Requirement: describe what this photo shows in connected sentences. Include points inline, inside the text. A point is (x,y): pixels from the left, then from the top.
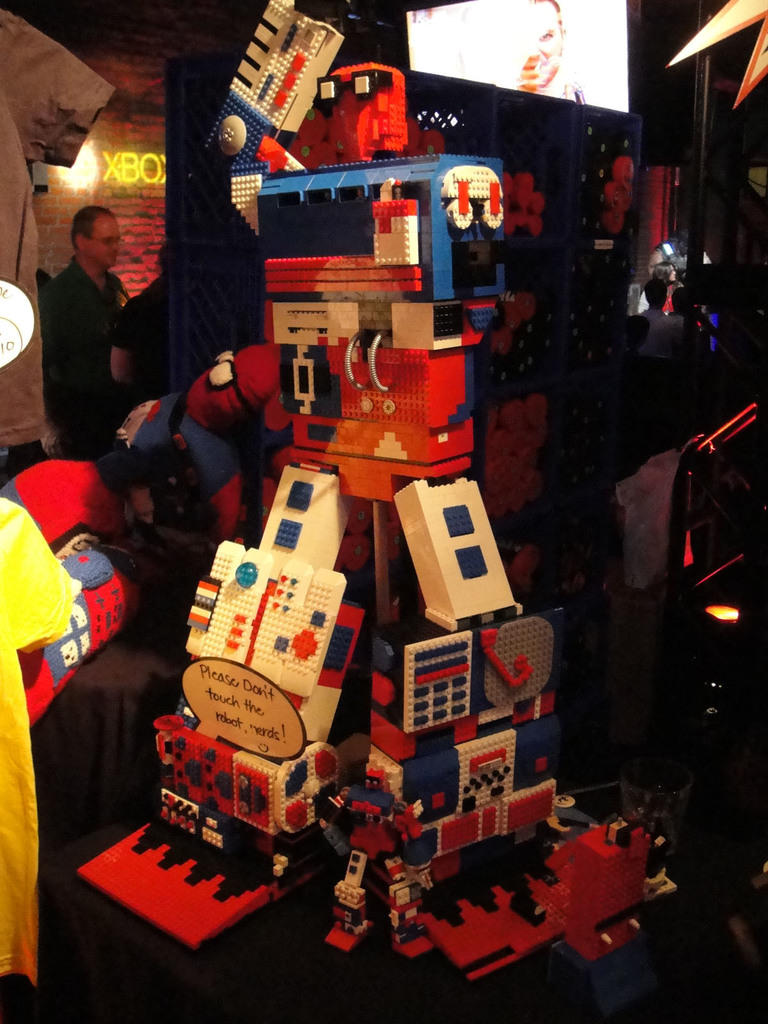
In the center of the picture (289,349) we can see a toy (405,137) made from lego (411,381). In the background (122,412) we can see people (117,235), wall (93,186), light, television (616,71) and various objects (208,352). On the left (11,672) we can see a person's cloth (24,770). On the right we can see light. At the top (766,45) towards right (756,12) it is star (724,38).
